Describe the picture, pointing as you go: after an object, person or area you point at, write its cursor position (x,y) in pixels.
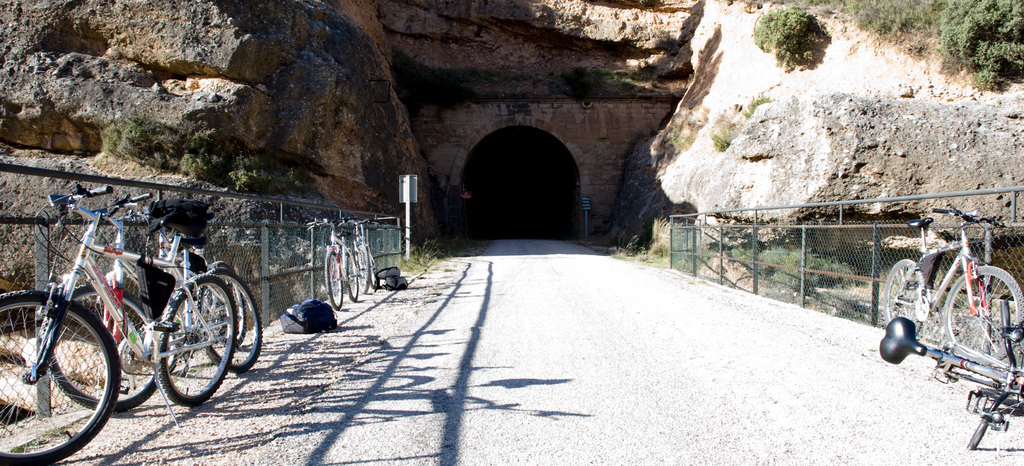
In this image we can see a tunnel (479,146) in the hill (828,46), trees (886,31), fences (41,238), bicycles (198,299) on the road (335,337) and bags (402,288).
